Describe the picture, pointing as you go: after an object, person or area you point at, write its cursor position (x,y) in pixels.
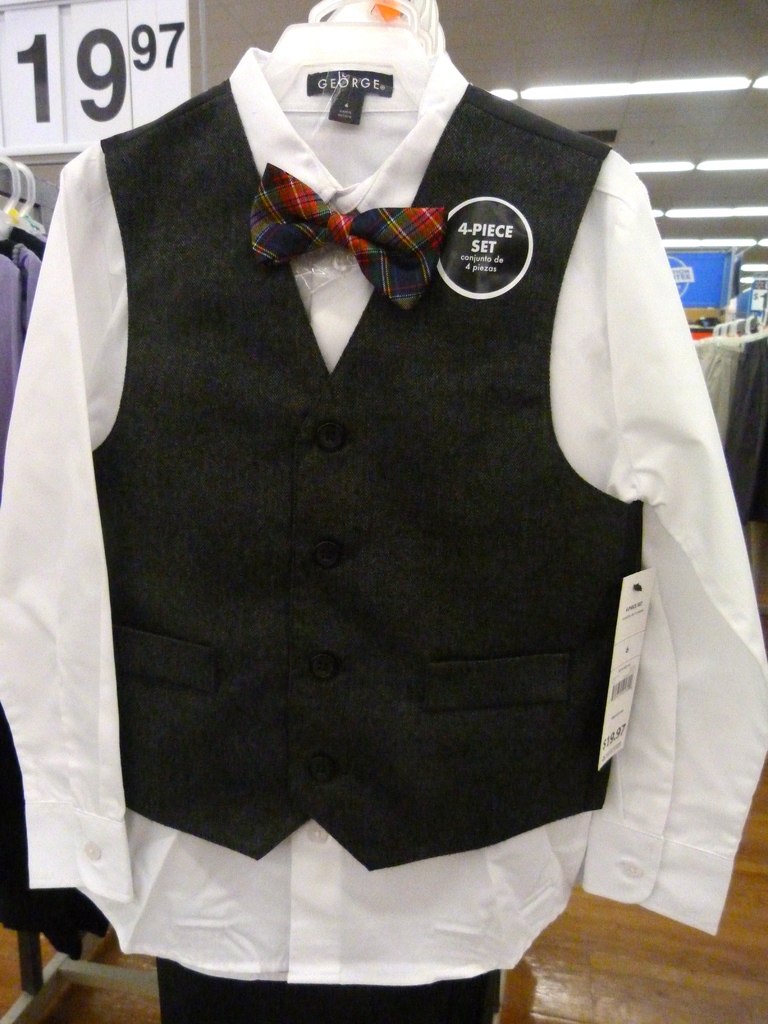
There is a black color jacket (496,164) and white color shirt (106,195) arranged. In the background (527,955), there is a hoarding (85,33) attached to the roof (673,57), lights (679,80) attached to the roof (712,135), clothes (743,373) arranged and hanged on the hanger (29,177) and there is floor (644,955).
